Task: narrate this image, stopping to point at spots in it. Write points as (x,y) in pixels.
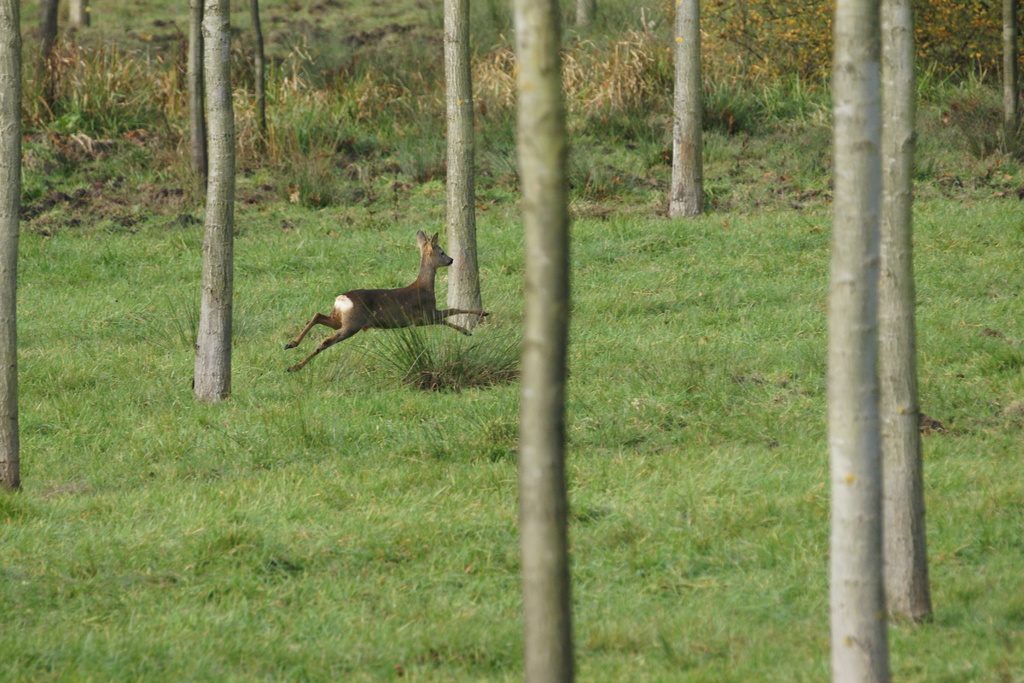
In this image I can see an animal (388,311) which is brown and cream in color is jumping in the air. I can see few trees (533,241) and some grass (659,393) on the floor (661,451).
